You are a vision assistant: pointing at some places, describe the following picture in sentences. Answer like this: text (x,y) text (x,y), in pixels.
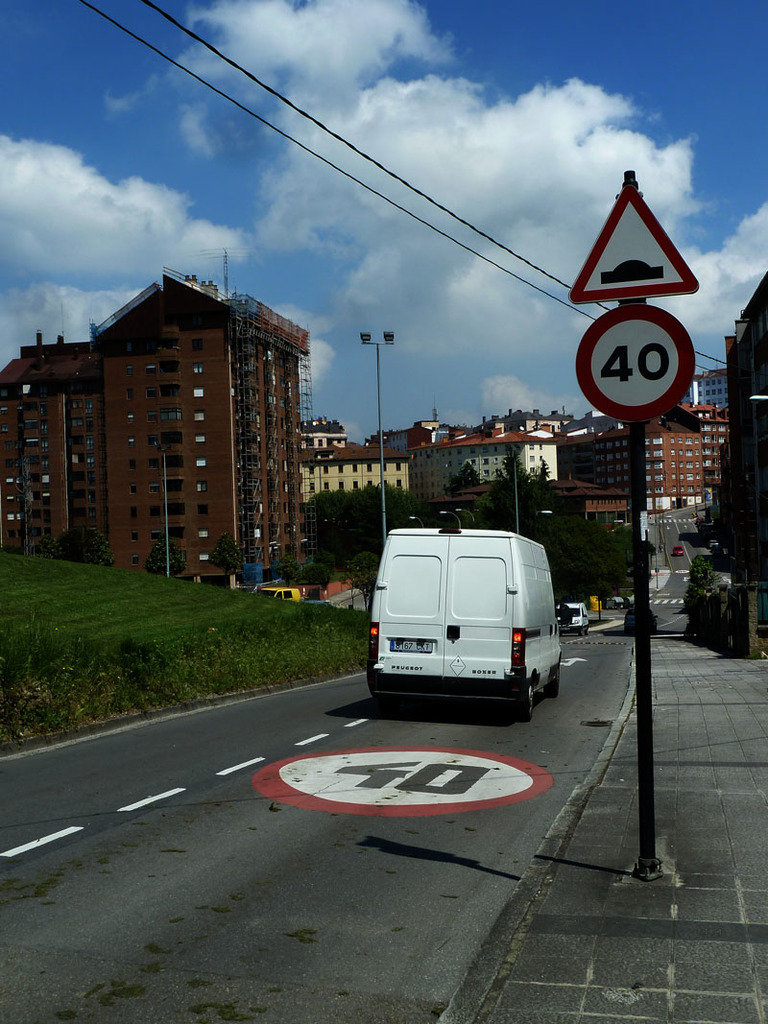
In this image there are few vehicles (543,664) moving on the road (525,752) and there is a sign board (639,331). In the background (508,497) there are buildings (287,500), trees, poles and the sky (375,354).
